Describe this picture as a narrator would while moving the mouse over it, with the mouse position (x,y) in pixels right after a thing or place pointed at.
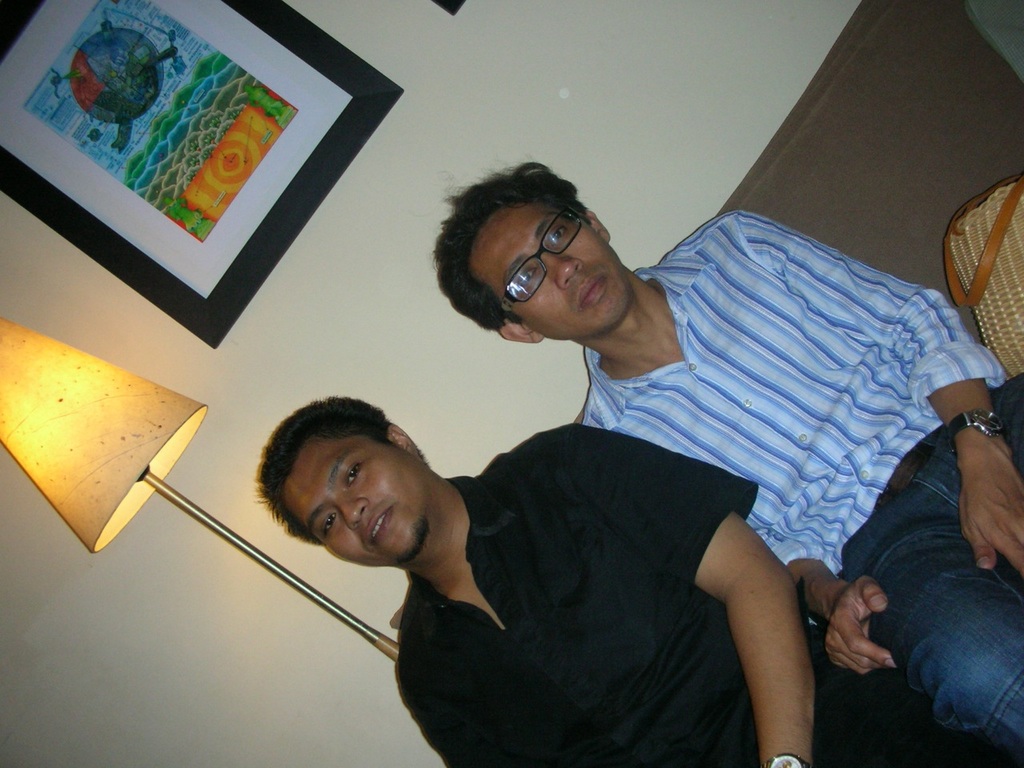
In the center of the image (627,486) two mans (470,510) are sitting on a couch (949,44). On the right side of the image (984,202) a bag (987,200) is there. On the left side of the image (102,455) a lamp (82,439) is there. At the top of the image (266,109) we can see photo frame (296,122). In the background of the image (464,17) there is a wall (333,390).
